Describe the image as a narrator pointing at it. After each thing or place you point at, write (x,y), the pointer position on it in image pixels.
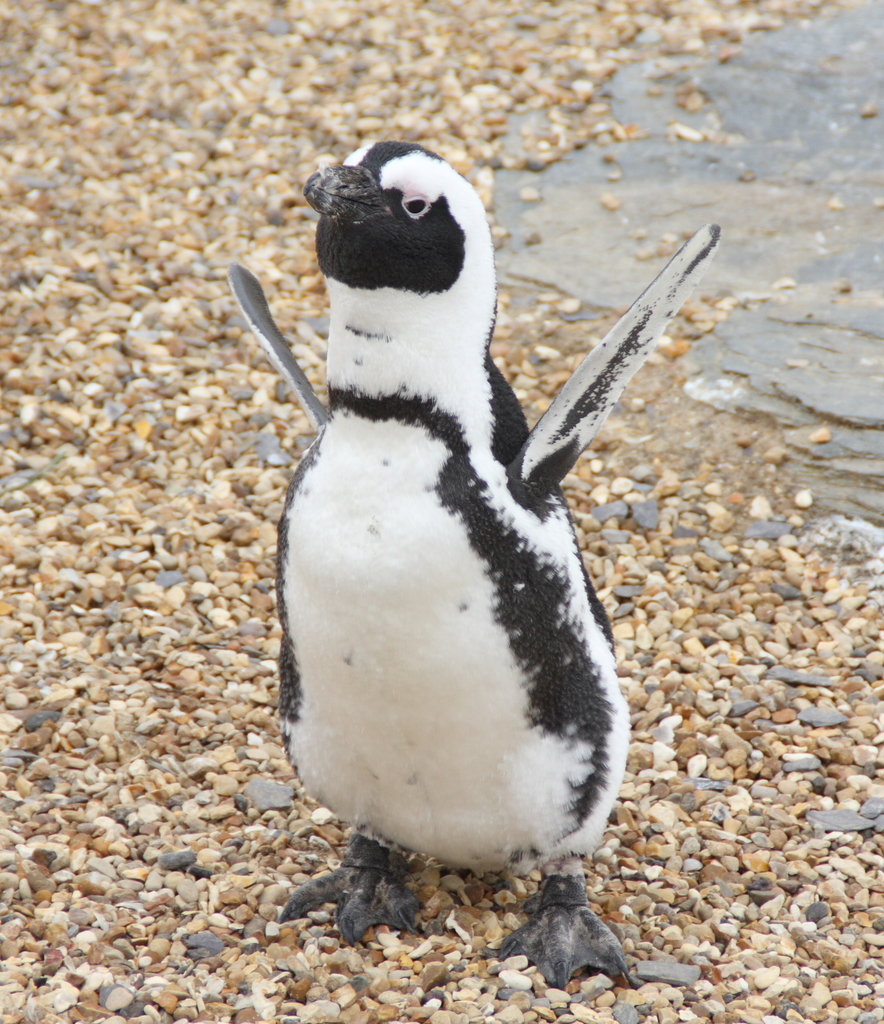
In this picture we can see pebbles (143,511) and a penguin (450,590) in black and white color.
